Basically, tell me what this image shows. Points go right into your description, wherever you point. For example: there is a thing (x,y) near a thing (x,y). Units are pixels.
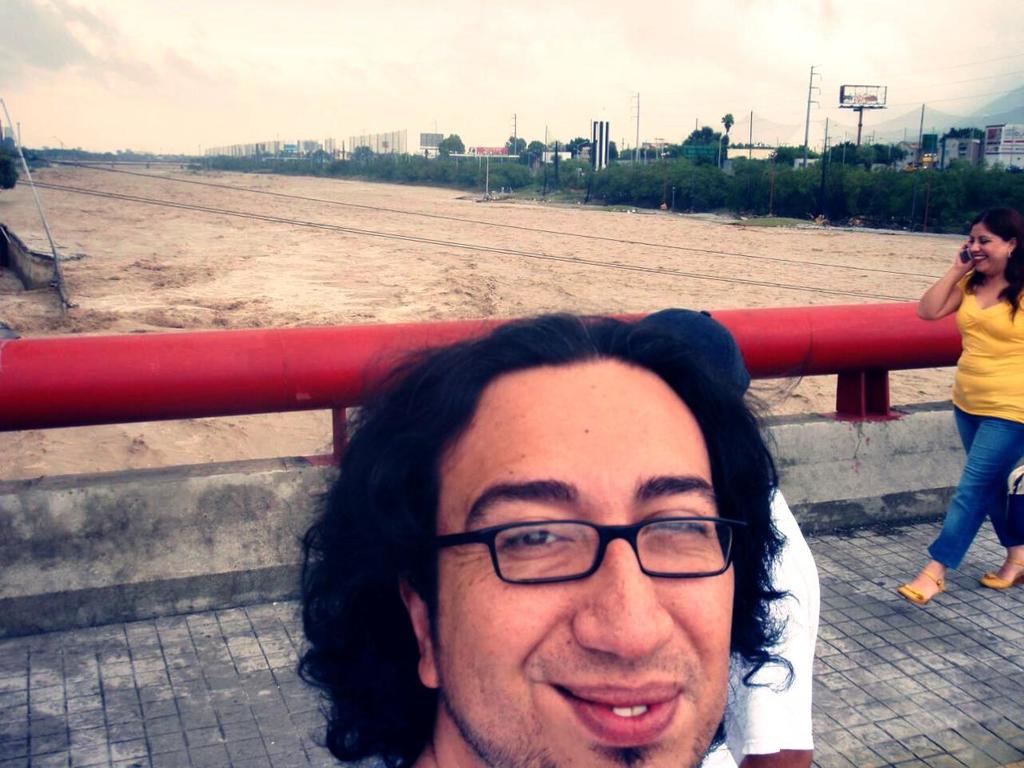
At the bottom of this image (655,652), there is a person (359,503) wearing a spectacle (506,578) and smiling. On the right side (1004,580), there is a woman (990,220) in a yellow colored t-shirt (964,353), holding a mobile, smiling and walking on a road (884,633) and there is a person (759,721) in a white color shirt (765,675). In the background (17,369), there is a red color pipe (28,360) attached to a wall (206,486), there are trees (857,149), buildings (993,140), poles (545,156), a hoarding (841,93) and plants (661,189) on the ground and there are clouds (288,38) in the sky (336,31).
